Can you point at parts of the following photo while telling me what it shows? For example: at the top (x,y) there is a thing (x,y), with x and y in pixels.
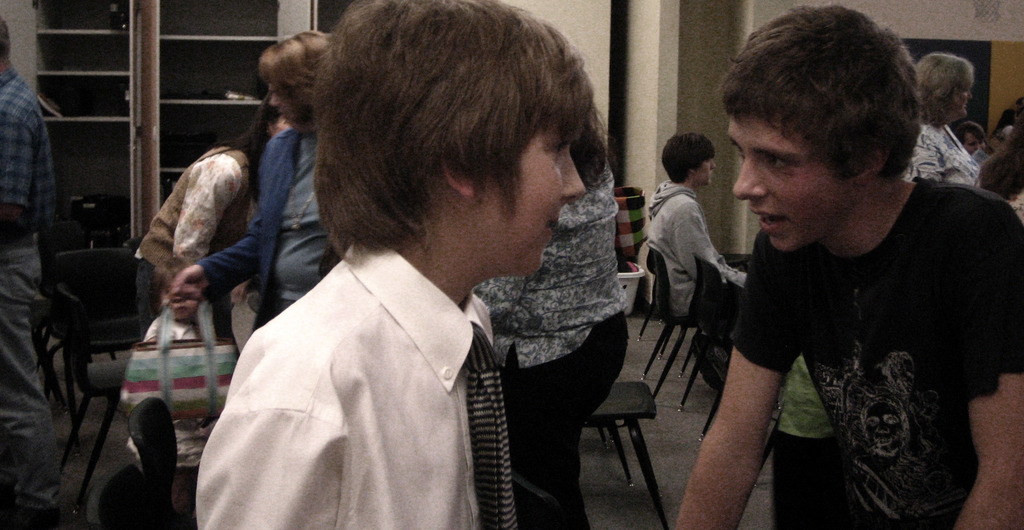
In this picture there are people (540,358) and we can see chairs (719,281) and basket (629,278). In the background of the image (295,13) we can see objects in racks (261,19) and wall (1019,73).
